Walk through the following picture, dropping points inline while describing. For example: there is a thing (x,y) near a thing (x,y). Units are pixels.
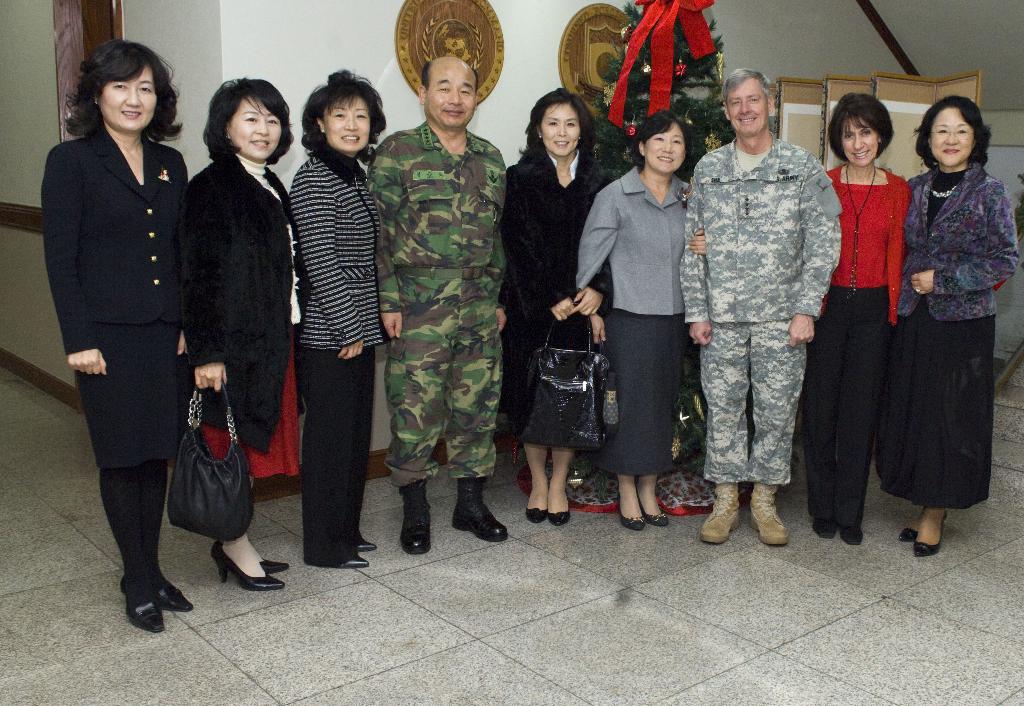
In this picture there are people (857,355) those who are standing in series in the center of the image (534,252) and there are emblems (596,43) and a decorative plant (646,33) at the top side of the image (607,37).
